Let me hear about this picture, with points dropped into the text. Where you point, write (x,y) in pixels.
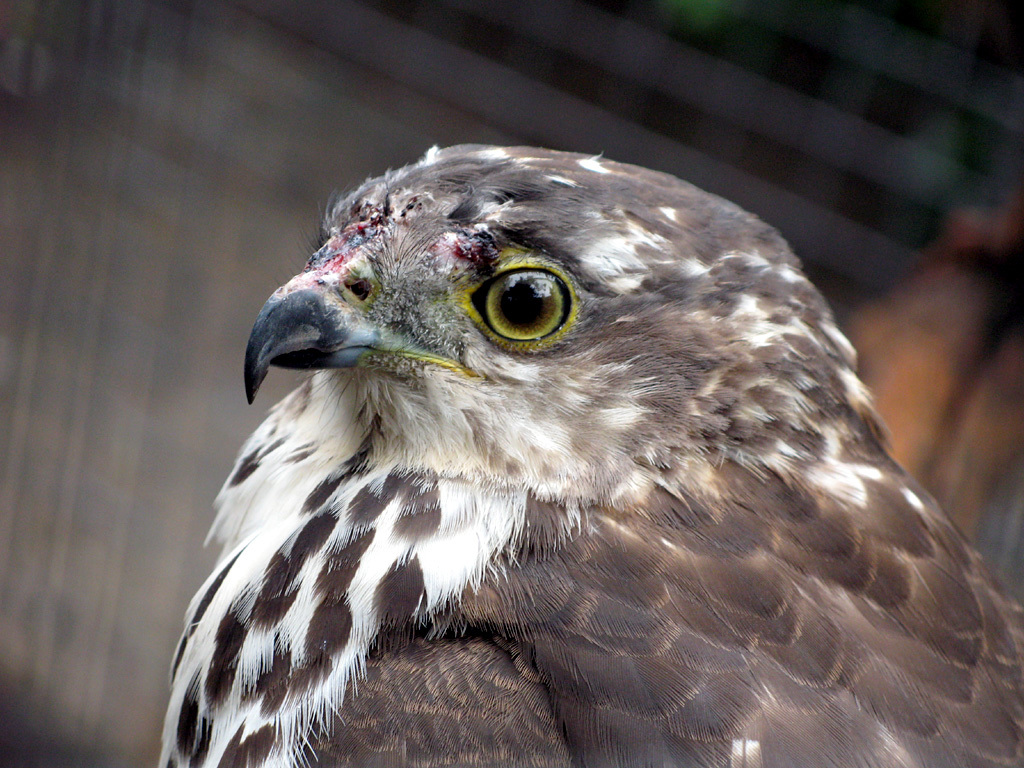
In this picture there is a bird (911,520) in the center of the image (405,263).
